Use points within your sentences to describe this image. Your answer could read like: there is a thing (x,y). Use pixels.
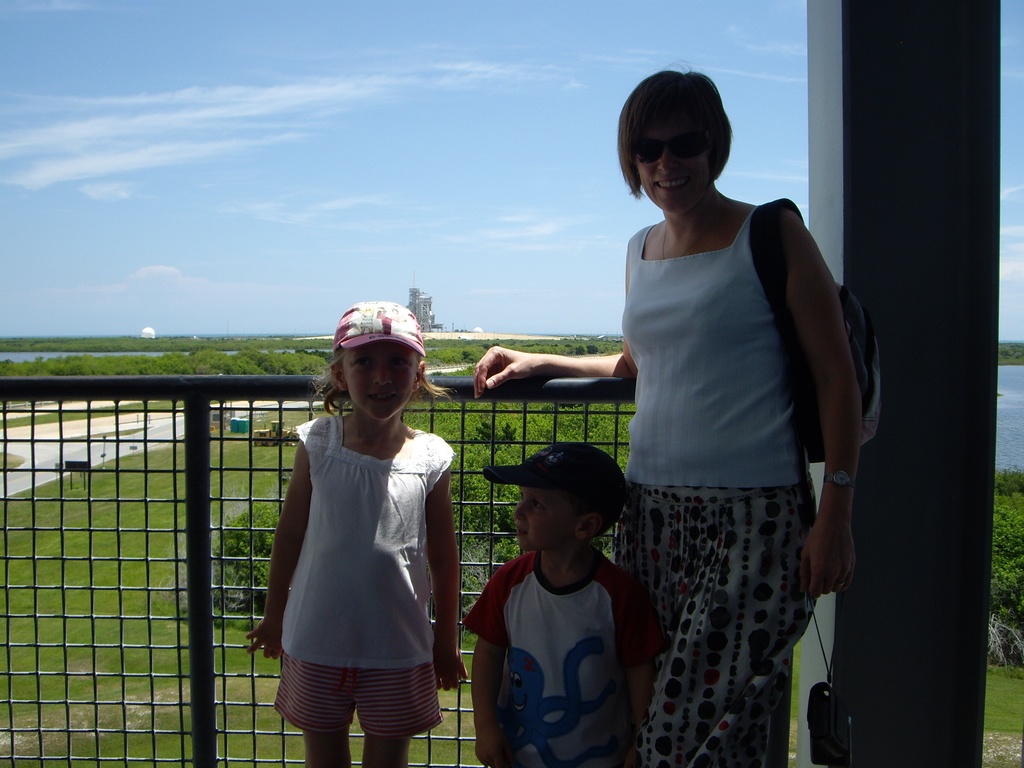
In this image we can see three people (710,389) standing. On the right (979,382) there is a pillar (971,537) and we can see a grille (176,524). In the background (80,344) there are trees (499,430), tower (429,311) and sky (389,223).
